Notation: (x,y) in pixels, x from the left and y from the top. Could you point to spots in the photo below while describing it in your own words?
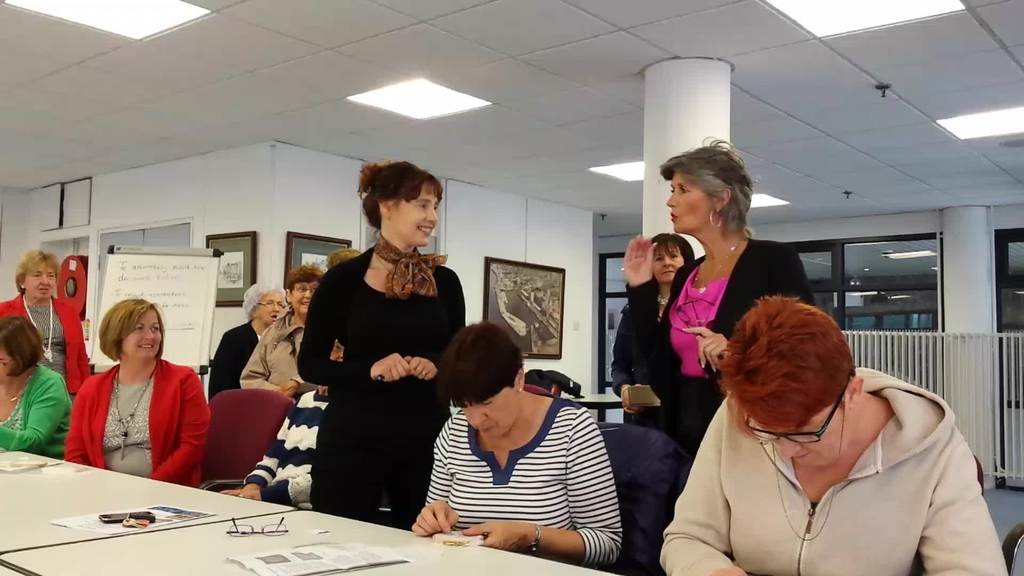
There are group of people (138,318) sitting on the table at the right side of the image (764,288) there is a person (773,276) who is speaking to the other person (436,324) who is on the middle of the image (429,345) at the left side of the image (182,308) there is a board (199,291) and paintings (242,292) on the wall (579,322) at the right side of the image (964,339) there is a fencing (966,379).
